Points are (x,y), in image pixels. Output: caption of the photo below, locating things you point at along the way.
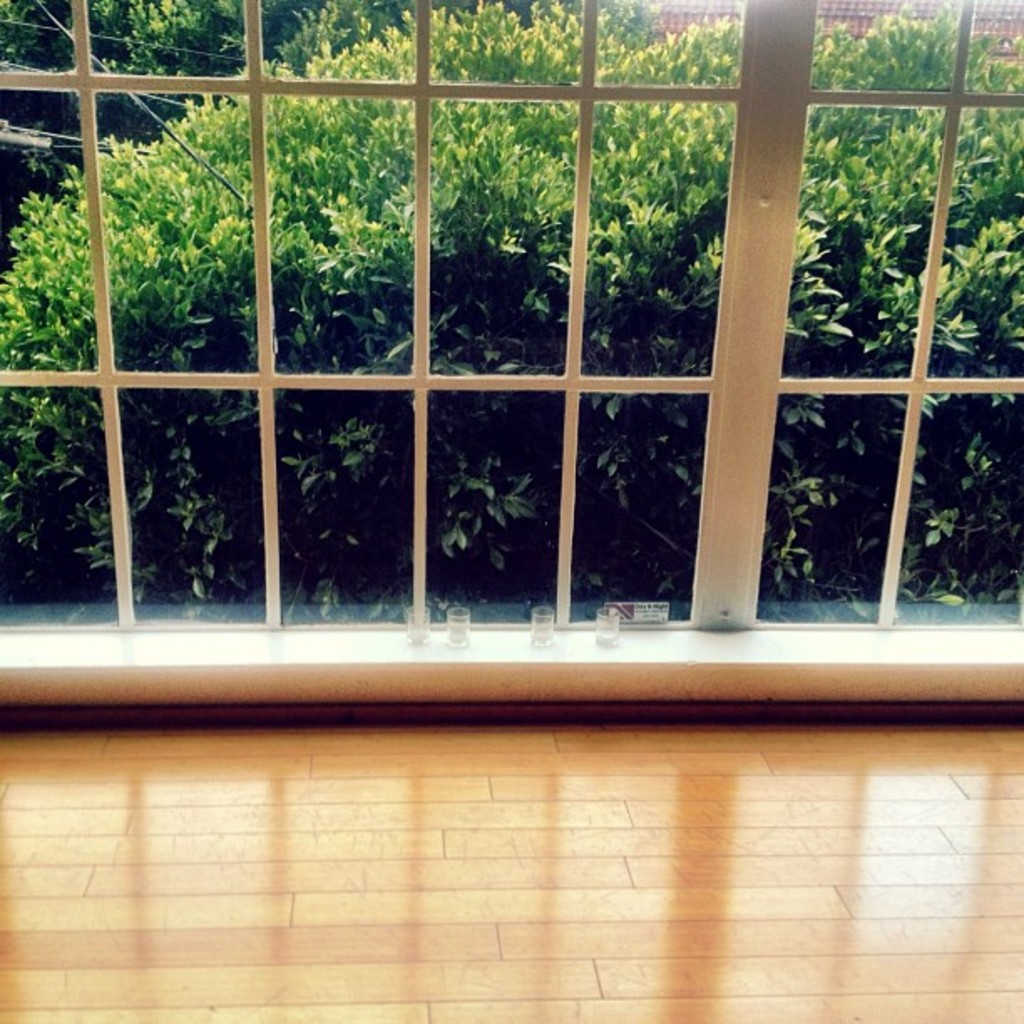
In the center of the image (454,393) there is a window (442,554) and we can see bushes (292,279) through the window (759,236).
